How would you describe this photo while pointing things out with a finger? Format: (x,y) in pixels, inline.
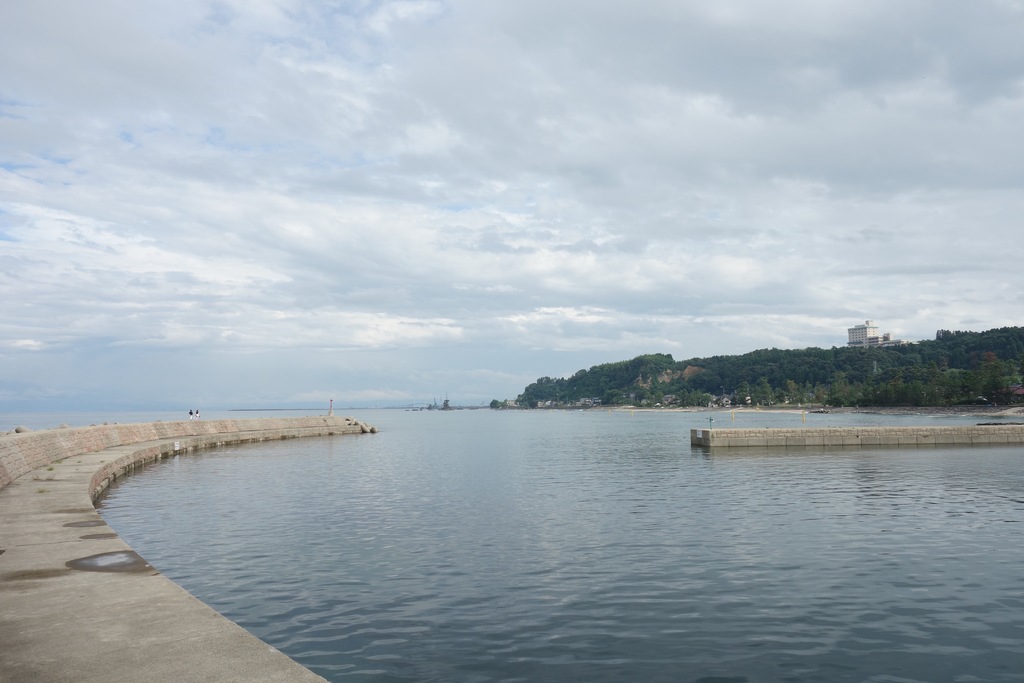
In this image we can see sky (354,186) with clouds (332,257), sea (499,551), walkway bridge (54,526), trees (709,384), hills (697,377) and a building (855,327).
